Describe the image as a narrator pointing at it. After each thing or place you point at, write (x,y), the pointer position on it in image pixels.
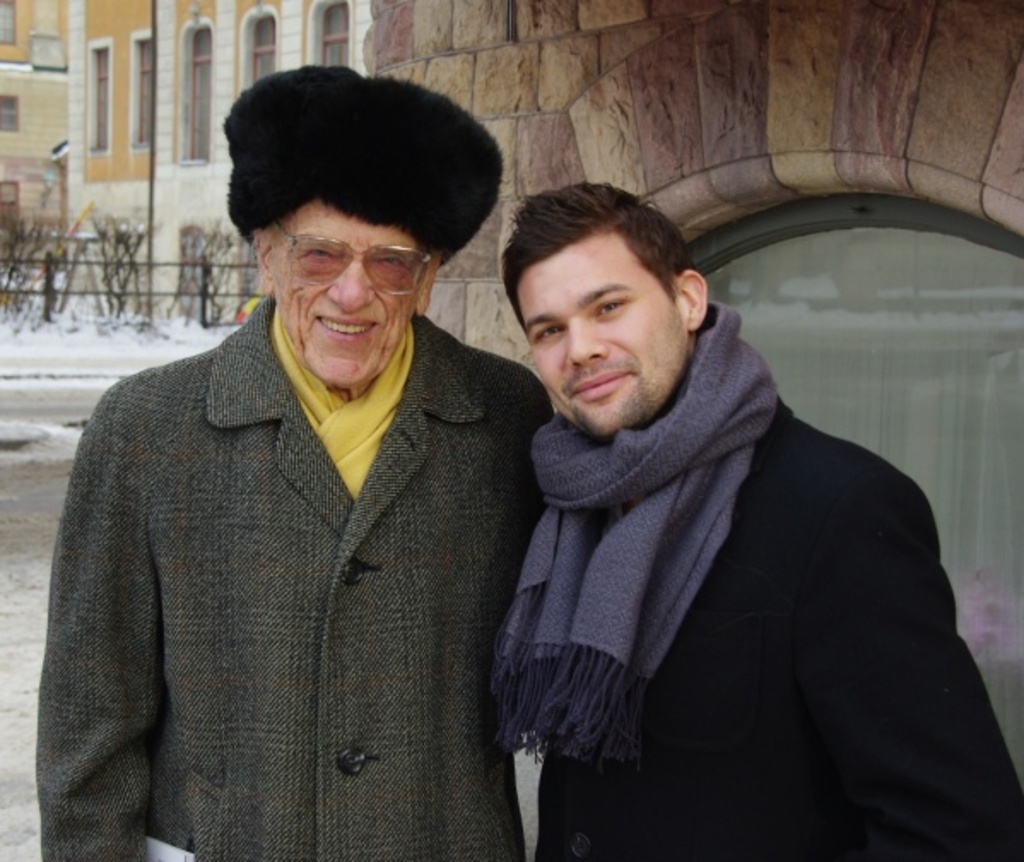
In this image I can see two people (238,579) with different color dresses (395,567). In the background (139,245) I can see the railing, plants (26,232), fence (47,280) and the pole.
